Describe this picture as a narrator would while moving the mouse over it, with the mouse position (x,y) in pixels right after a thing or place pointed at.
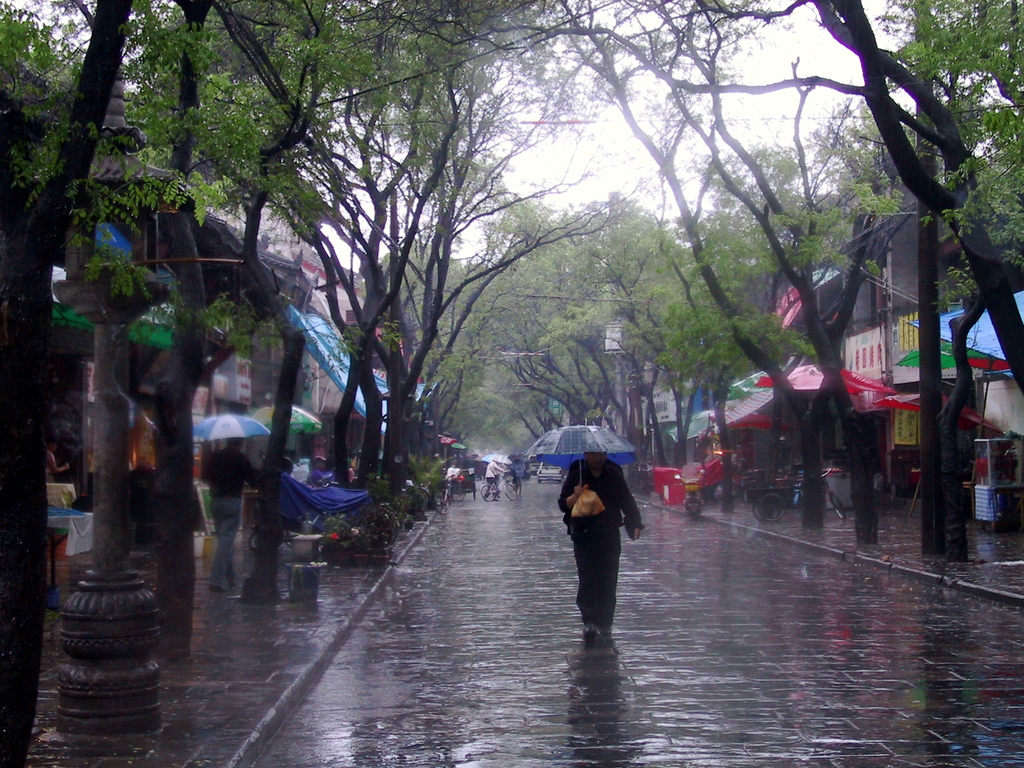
In this image I can see the road (454,641). On the road (374,685) I can see the person (596,584) walking and holding the umbrella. To the side I can see few more people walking and those people (249,483) are also holding the umbrella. I can also see many trees (273,502) and the tents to the side of these people (249,471). In the back (457,466) I can see few people (515,475) with the bicycles (497,494). In the background (457,299) there are few more trees (511,280) and the white sky (587,166).
